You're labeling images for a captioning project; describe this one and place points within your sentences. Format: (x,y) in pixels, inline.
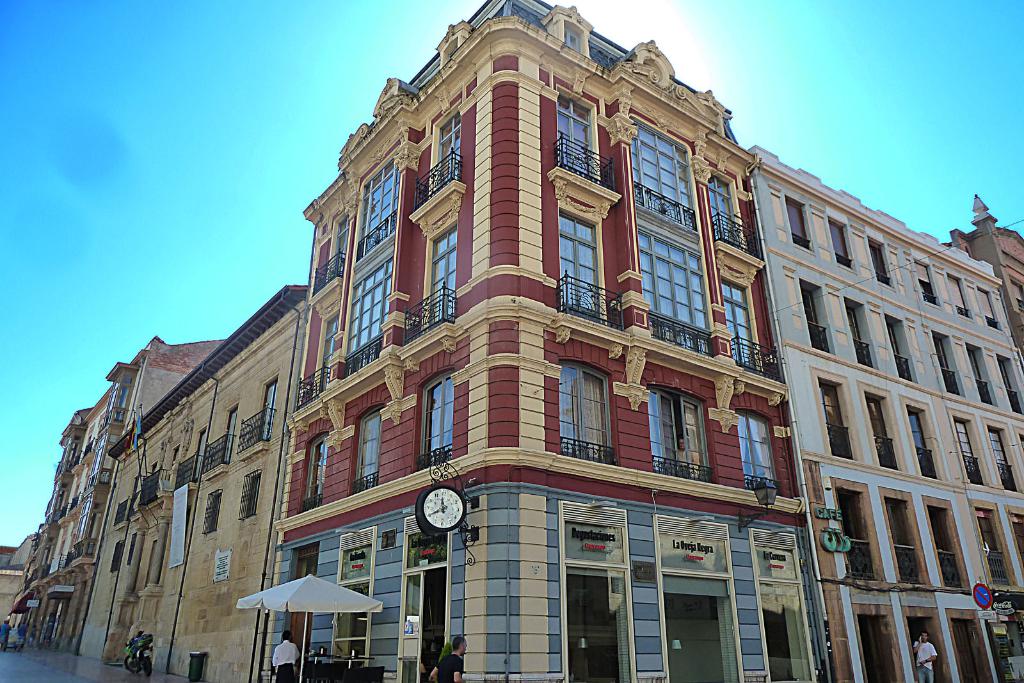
In this picture we can see buildings (532,427), there is a clock (423,519) here, we can see an umbrella (319,601) at the bottom (293,605), we can see the sky (151,131) at the top of the picture (128,116), there is a person (929,674) standing here, on the right side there is a sign board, we can also see windows (909,506) of these buildings (653,317).
